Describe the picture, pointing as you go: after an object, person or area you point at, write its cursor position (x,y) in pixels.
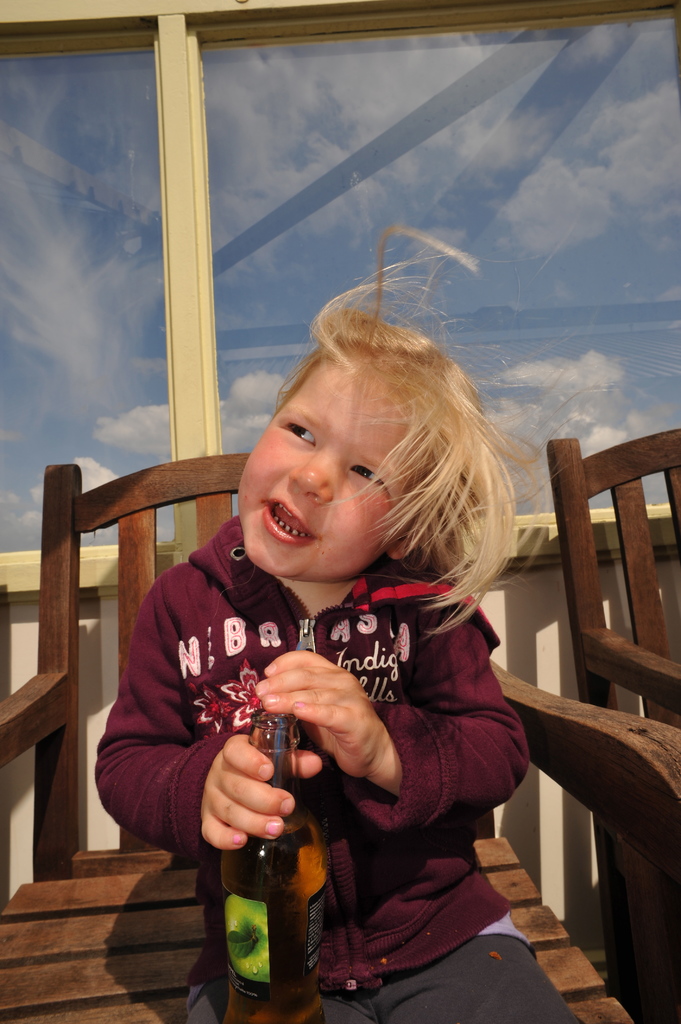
In this picture we can see a child (448,600) holding bottle (307,919) with a drink (284,905), he is sitting on a chair (188,866), in the background (379,195) we can see a glass (351,198), we can see reflection (485,236) of sky (471,239) and clouds (455,150) in the glass (399,133).
